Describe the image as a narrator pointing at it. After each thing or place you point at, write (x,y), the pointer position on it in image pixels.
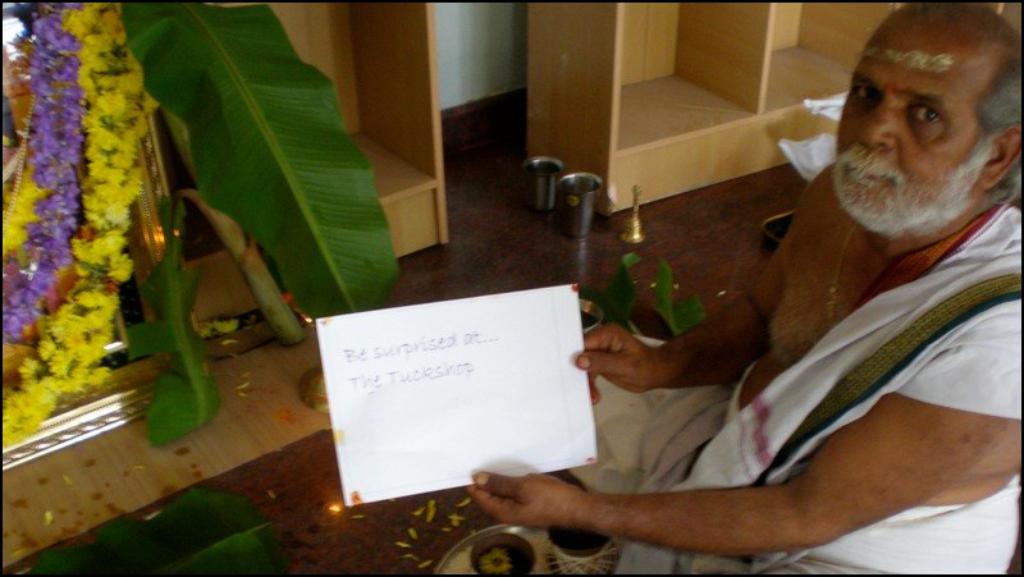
In this picture I can see a man (906,323) who is sitting in front (758,434) and I can see he is wearing traditional dress (693,403) and holding a paper (462,371), on which something is written. In the left side of this picture (10,17) I can see a photo frame (29,459) on which there are flowers (59,365), beside to it I can see the leaves (255,140) and I see many other things (583,213) on the floor (524,216). In the background (411,242) I can see the wall (447,102) and the cupboards (736,10).
